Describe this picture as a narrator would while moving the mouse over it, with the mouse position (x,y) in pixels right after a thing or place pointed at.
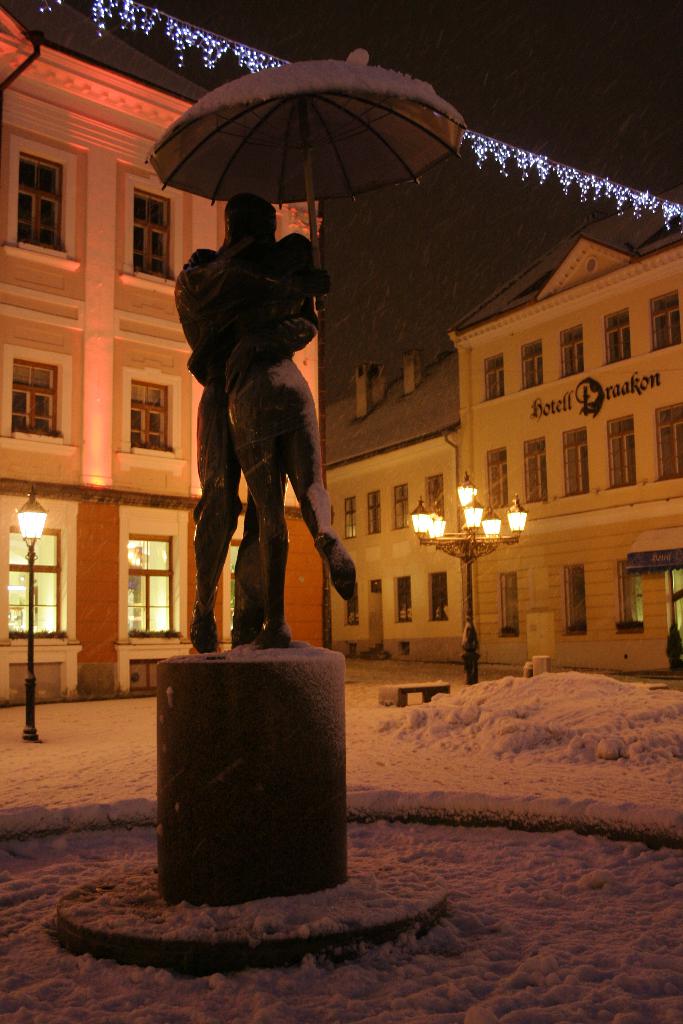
In the center of the image (287,524) there is a statue (271,774). In the background (39,375) there are buildings (575,597), snow (512,739), lights (458,542) and sky (451,281).
